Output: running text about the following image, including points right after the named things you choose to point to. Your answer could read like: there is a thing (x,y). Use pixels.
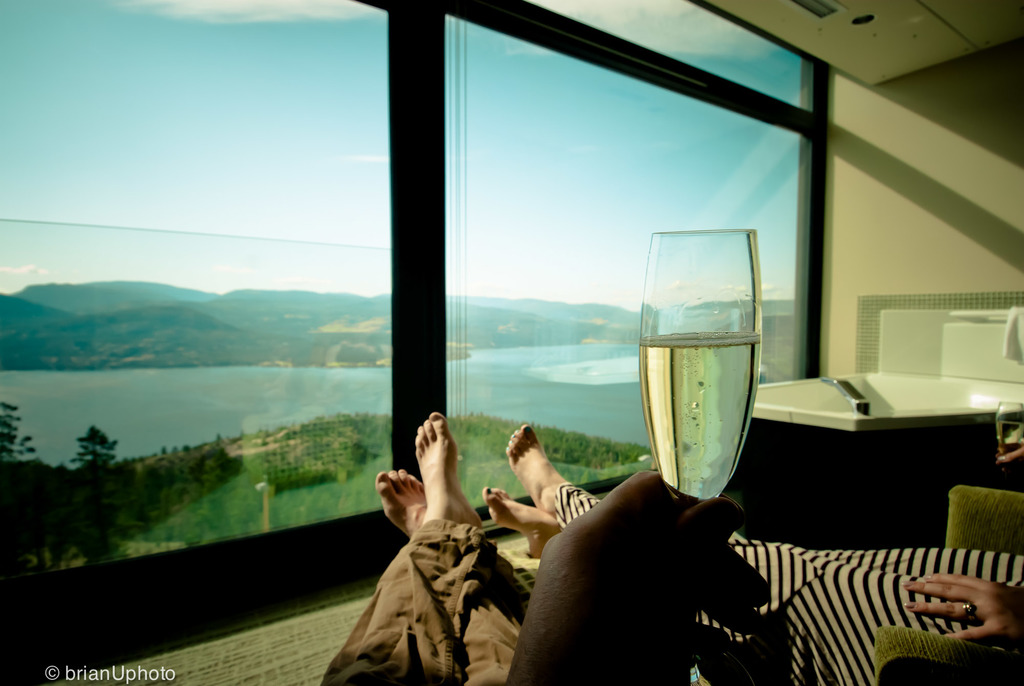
In this image, we can see persons legs (426,573). There is a hand (642,530) at the bottom of the image (581,627) holding a glass (699,481). There is a container (917,392) on the right side of the image (927,408). There is a river (546,373) and some hills (277,319) outside window (510,351) which is in the middle of the image (537,318).
